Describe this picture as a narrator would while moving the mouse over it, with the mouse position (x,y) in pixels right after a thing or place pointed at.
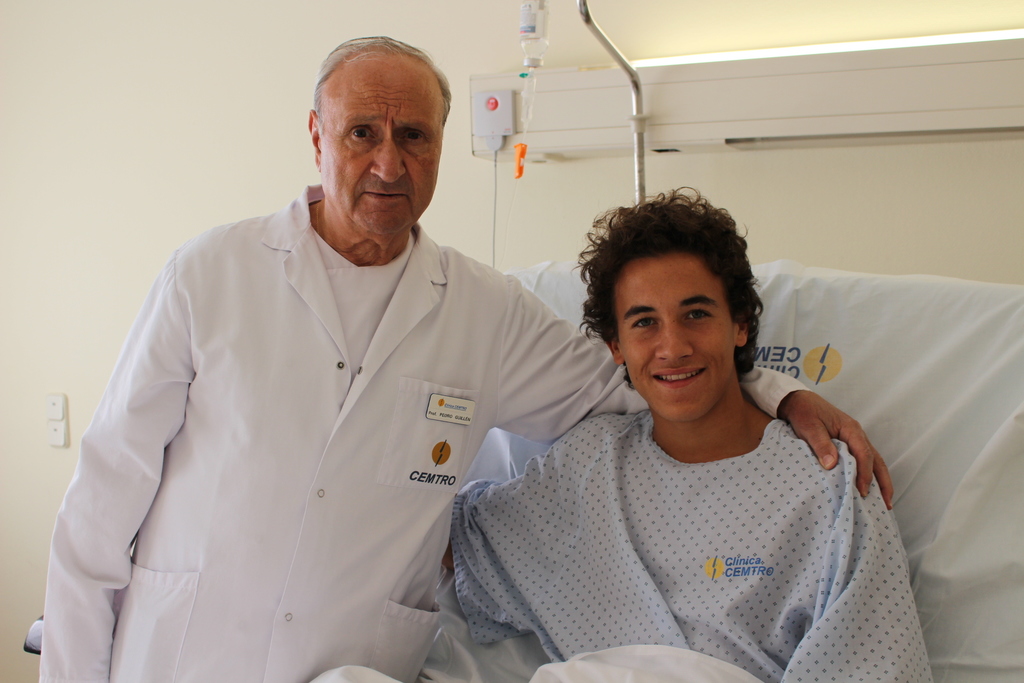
In this image right side person (598,443) is sitting on the bed (835,377) and left side person (363,517) is standing on the floor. Behind them there is a saline bottle (533,44). At the background (154,183) there is a wall (133,164).
